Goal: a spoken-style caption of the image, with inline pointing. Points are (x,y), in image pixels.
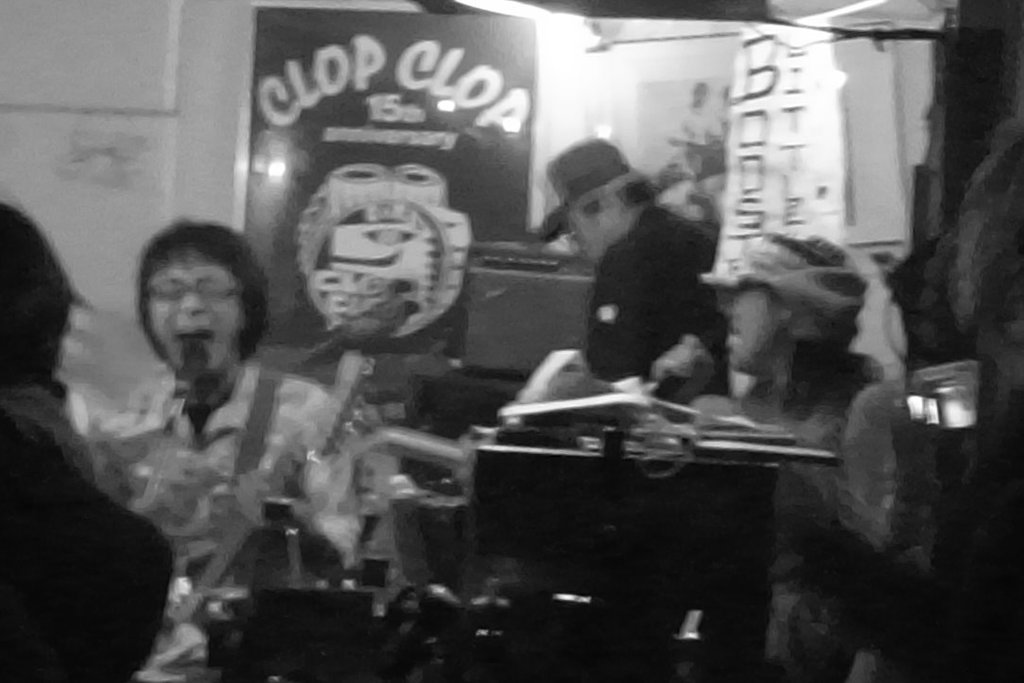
This is a black and white image. This picture looks slightly blurred. I can see few people (736,360) sitting. I think this is a board (407,45). This looks like a banner (729,196). I can see few objects (488,654) here.
